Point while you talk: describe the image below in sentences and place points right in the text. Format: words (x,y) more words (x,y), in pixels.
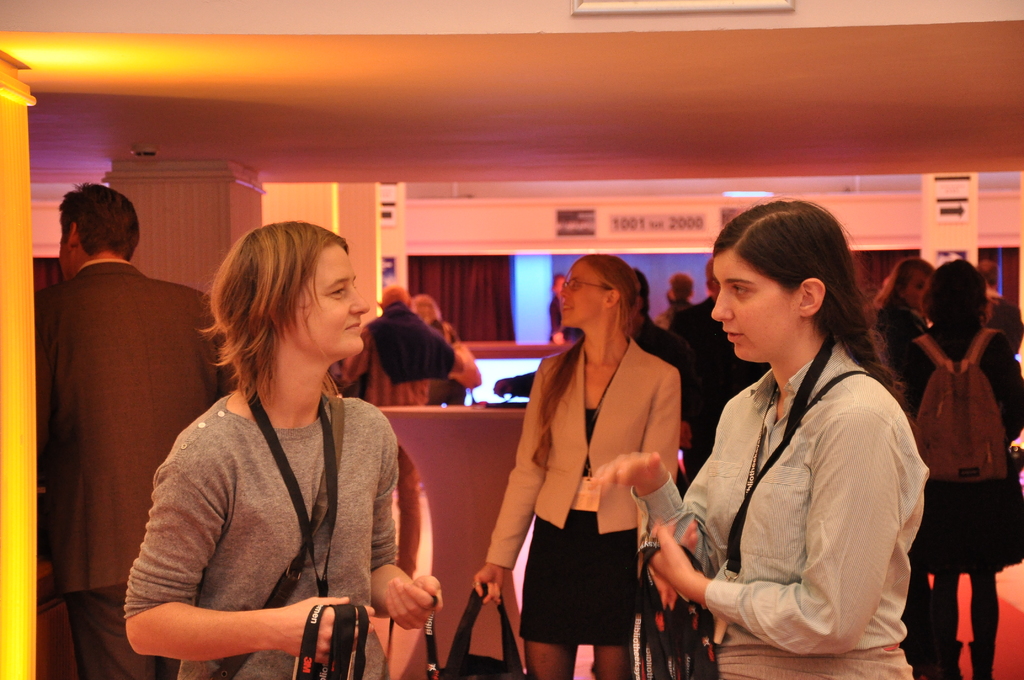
In this image I can see the group of people (539,550) with different color dresses (873,414). I can see one person (960,411) wearing the bag (948,431) and few people (483,580) are holding the bag (652,672). In the background (429,272) I can see the boards (624,227) and the curtains (480,329).
